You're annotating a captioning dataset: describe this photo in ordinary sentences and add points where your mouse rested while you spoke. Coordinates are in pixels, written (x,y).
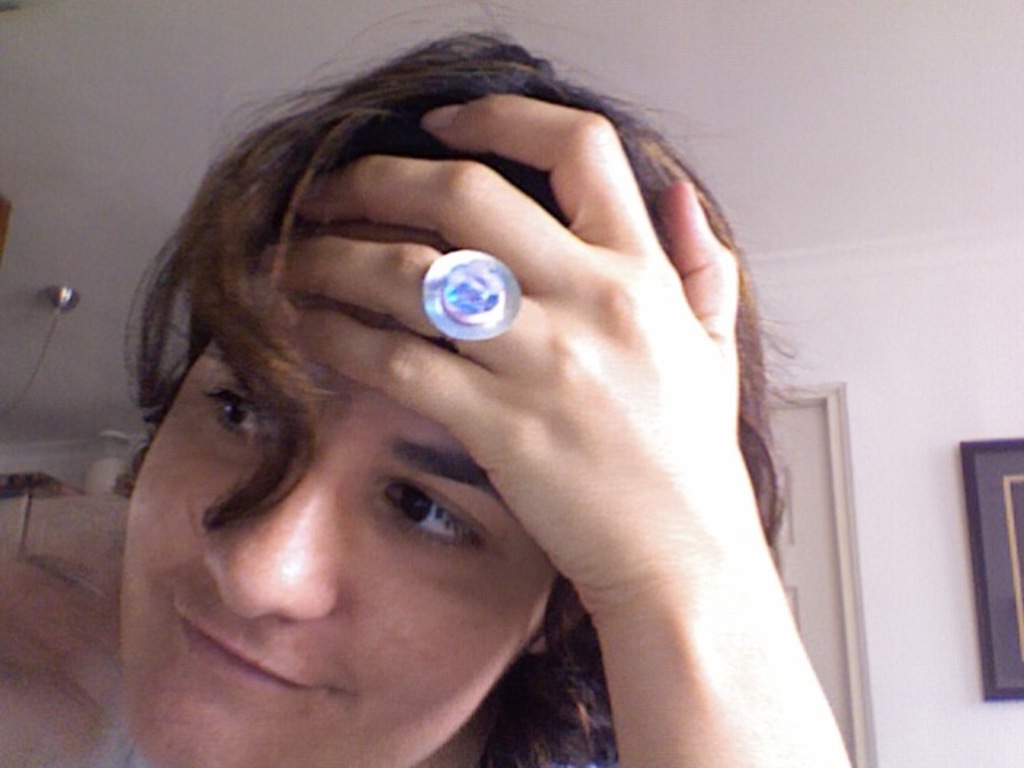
In the picture I can see a man (307,437) is putting the hand (528,387) on his head (333,530) and smiling. The man (371,304) is wearing an object (446,308) on his finger (436,325). In the background (81,336) I can see a white color ceiling (581,76) and some object (1016,540) attached to the white color wall (888,527).
